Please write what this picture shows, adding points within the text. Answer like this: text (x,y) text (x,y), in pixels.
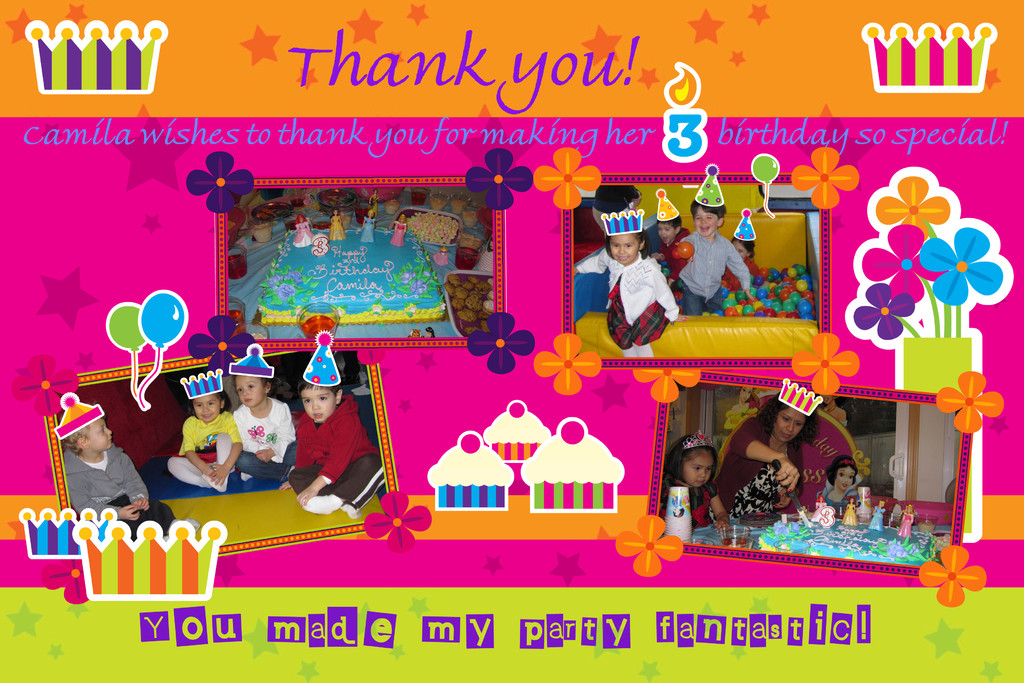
In this image we can see collage pictures (206,440) of a kids (191,427). At the top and bottom of the image (819,620) we can see text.
